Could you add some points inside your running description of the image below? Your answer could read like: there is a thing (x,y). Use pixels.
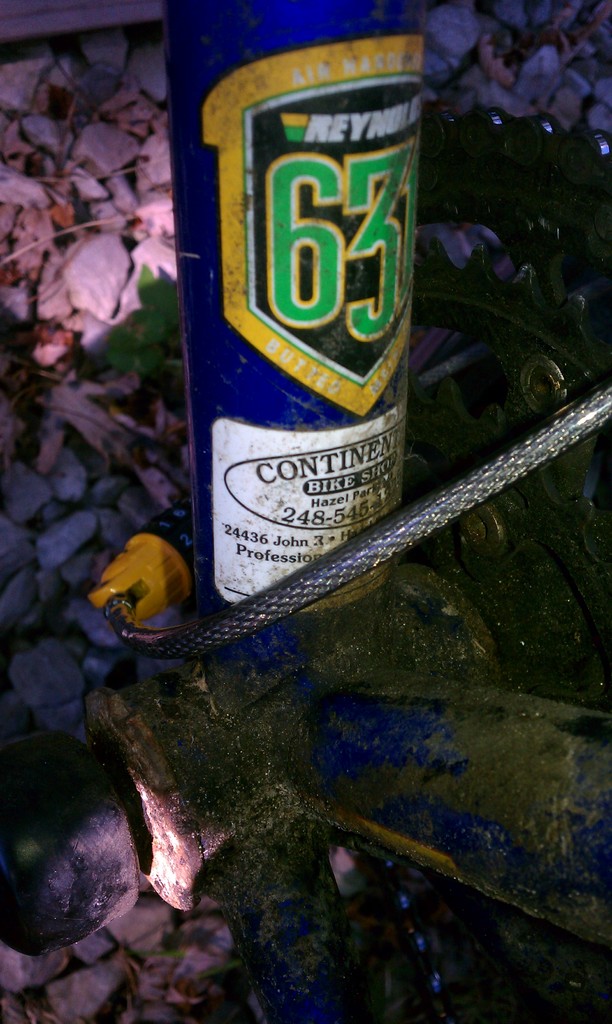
In this picture we can see the partial part of a bicycle (535,254). In the background (517,87) we can see stones (512,87), leaves (9,131) and twigs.
